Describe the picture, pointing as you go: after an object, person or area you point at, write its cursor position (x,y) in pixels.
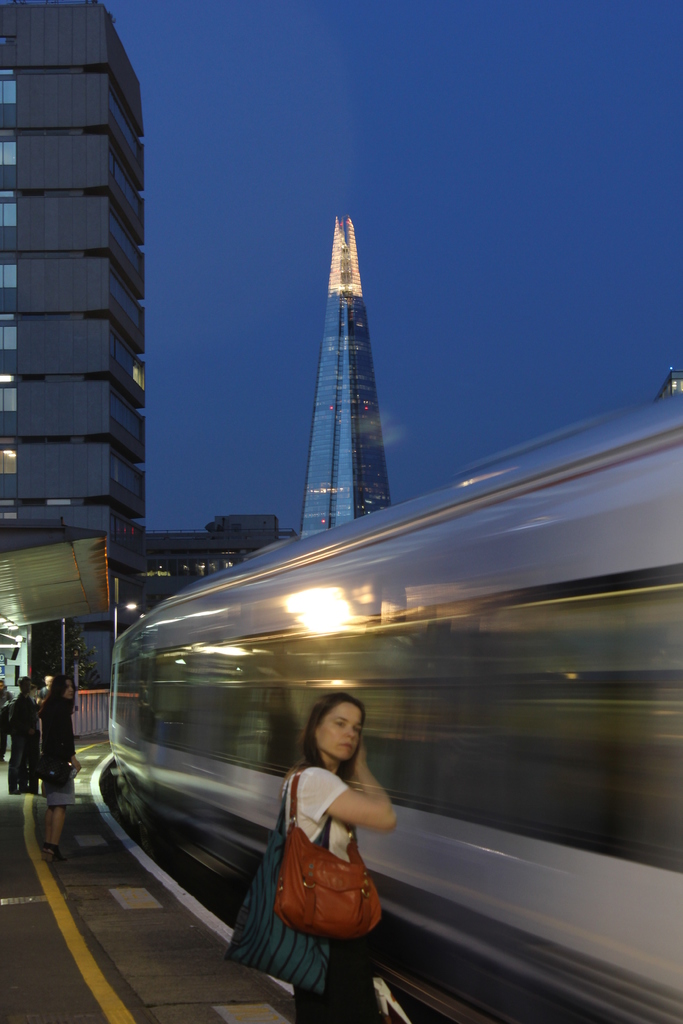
In this image we can see a train (225,730) on the track (144,822), there are group of people (16,757) standing on the platform (134,891), there are buildings (134,456), there is a light (320,602), there is a sky (390,189).
